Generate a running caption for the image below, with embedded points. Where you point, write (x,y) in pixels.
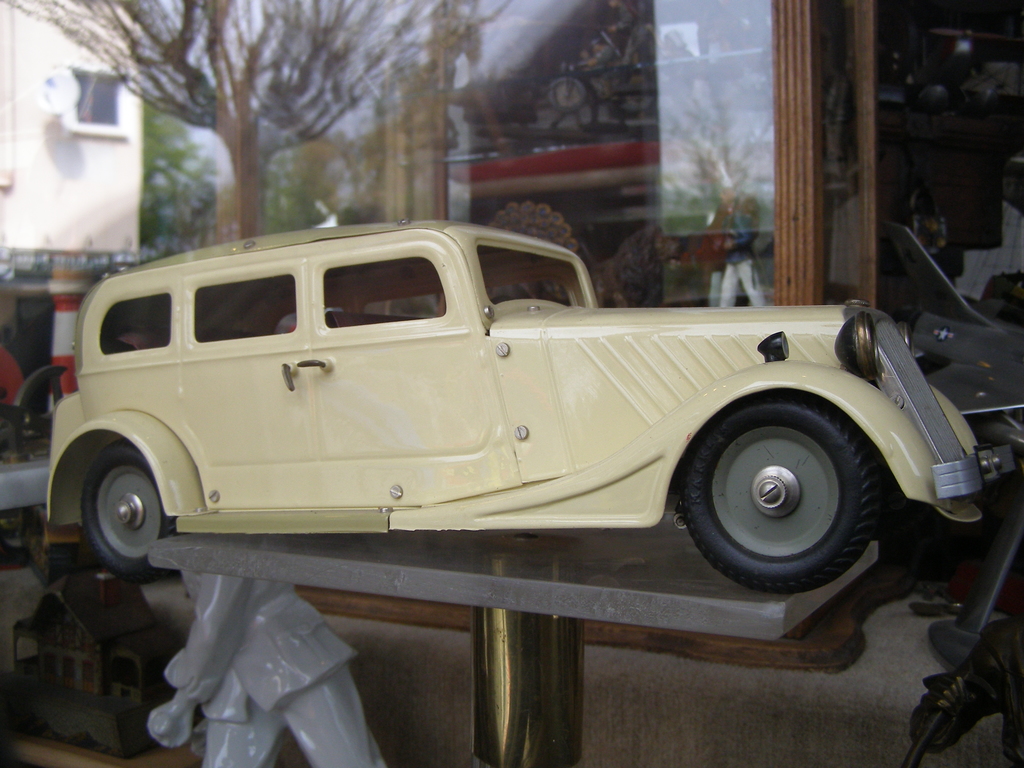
In this image we can see toys (188,647) towards the bottom of the image (103,706), there is an object (533,635) towards the bottom of the image (556,699), there is a car (580,261), at the background of the there is a glass wall (493,140), we can see the reflection (87,151) of a building (85,143) on the glass wall (99,147), we can see the reflection (260,93) of a tree (257,68) on the glass wall (300,70), we can see the reflection (385,41) of the sky (500,19) on the glass wall (522,97), there are objects (928,245) towards the right of the image (916,291), there are objects (45,386) towards the left of the image (30,401).
